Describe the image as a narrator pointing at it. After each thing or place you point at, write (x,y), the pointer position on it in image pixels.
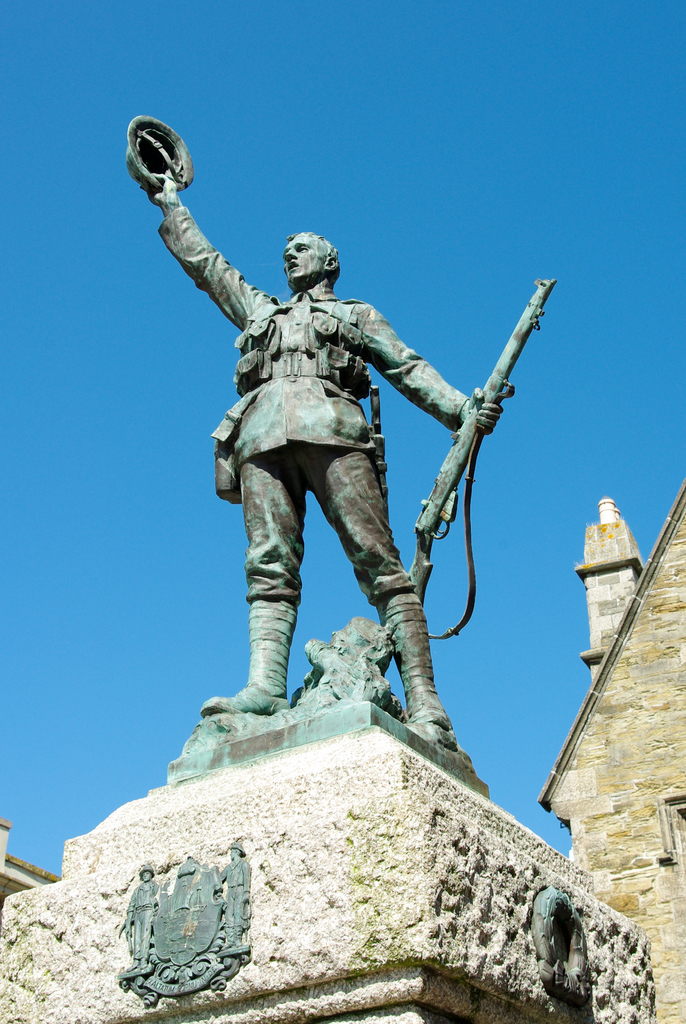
In this image we can see a statue (414,564). On the backside (412,555) we can see a building (586,654) and the sky (182,528) which looks clear.
